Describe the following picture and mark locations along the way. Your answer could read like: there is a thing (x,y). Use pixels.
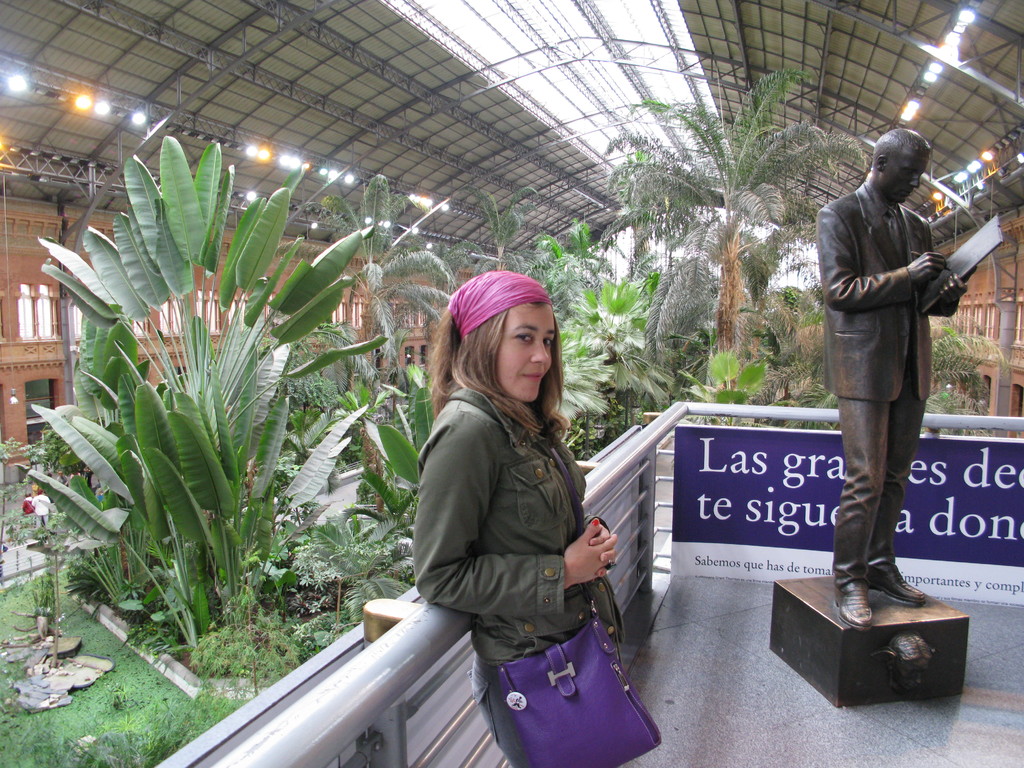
A girl (553,370) stands in a outside of the lawn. There is a statue (966,273) next to it. She is wearing a bag (535,663). She is wearing a ribbon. The person (863,416) is holding a pen (940,273) and book (949,263). We can see in the background (198,440) there is a tree's (217,466), windows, sky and roof (237,169).
